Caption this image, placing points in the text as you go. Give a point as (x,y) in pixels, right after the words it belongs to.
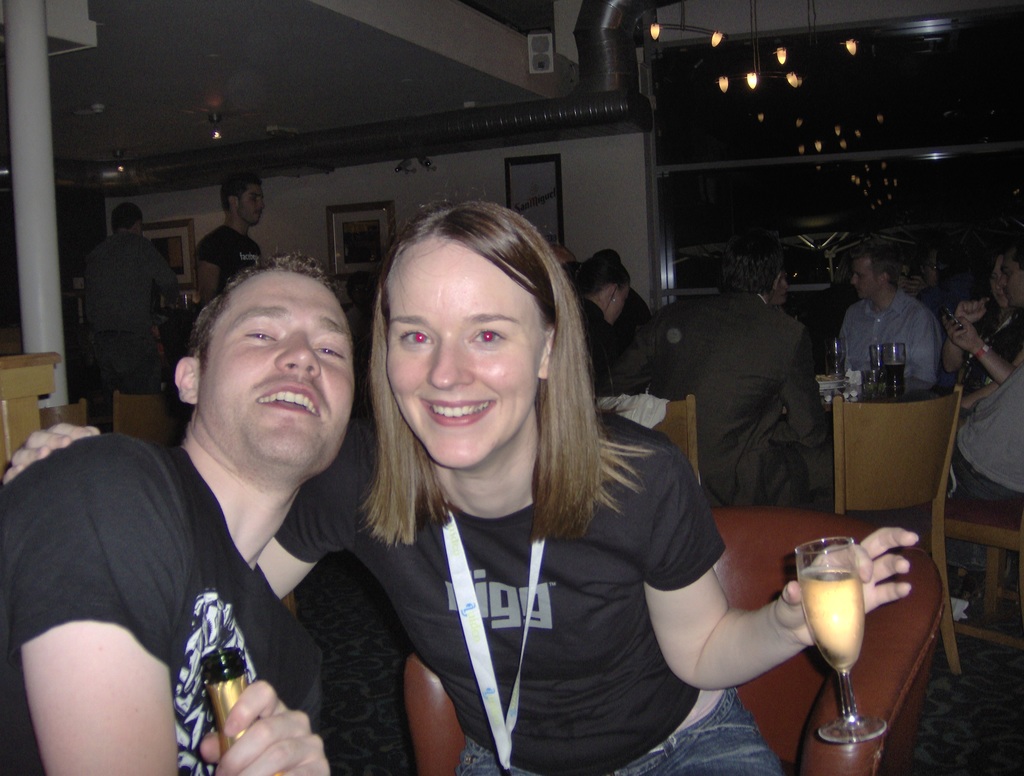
The men (175,577) in the left corner (166,600) is sitting and holding a wine bottle (234,666) in his hand (249,708) and there is another woman (483,561) sitting beside him is holding a glass of wine (840,609) in her hand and there are few persons (654,315) behind them.
